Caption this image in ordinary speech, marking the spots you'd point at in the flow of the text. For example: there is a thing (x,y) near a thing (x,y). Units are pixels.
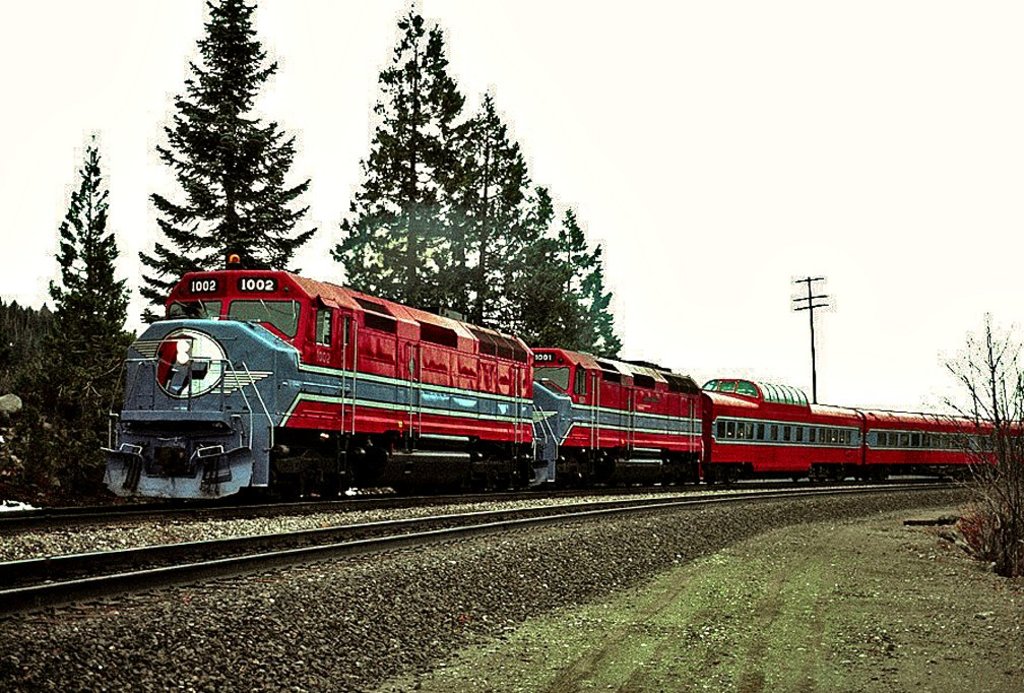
In the foreground of the picture (423,508) there are stones (298,607), railway track (31,576), grass (940,546) and plants (978,542). In the center of the picture (513,349) there are trees (40,346), train (333,432), track (145,500) and a current pole (820,278). Sky (743,83) is cloudy.
